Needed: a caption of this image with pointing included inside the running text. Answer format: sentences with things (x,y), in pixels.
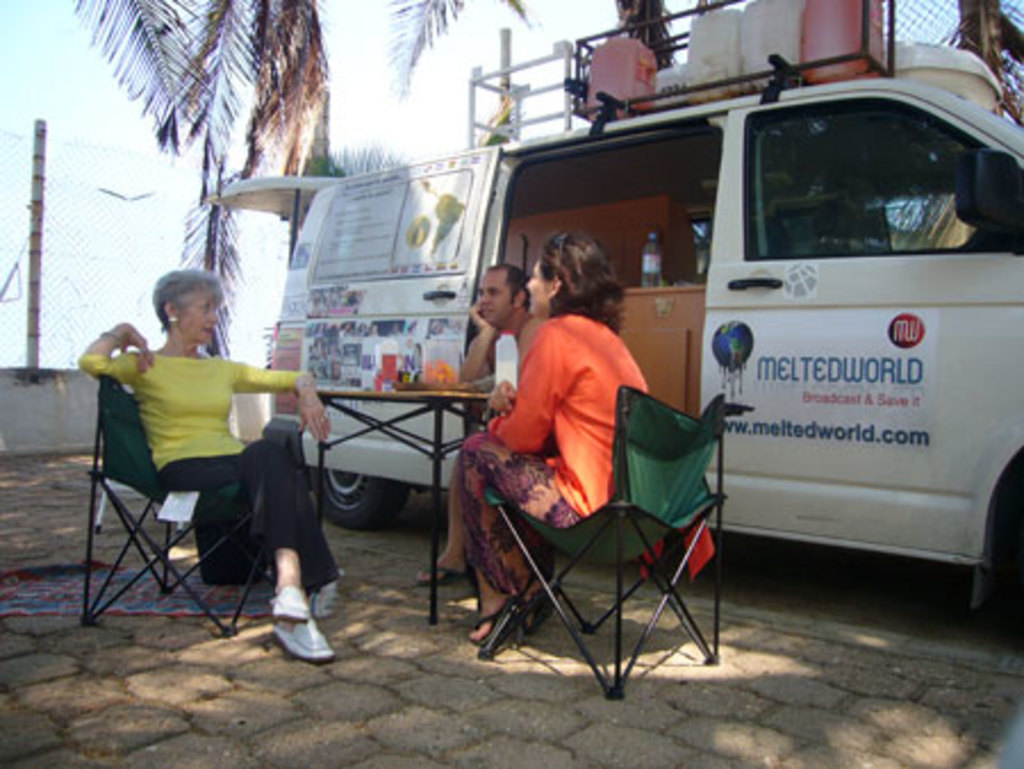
Completely an outdoor picture. These three persons (300,521) are sitting on a chair (608,508). In-front of this person (549,350) there is a table (432,399), on a table (489,392) there is a box (454,366) and jar (383,373). Beside this person (525,326) there is a vehicle (951,315), on top of this vehicle's (737,144) there are cans (833,37). We can able to see a tree (298,4).
